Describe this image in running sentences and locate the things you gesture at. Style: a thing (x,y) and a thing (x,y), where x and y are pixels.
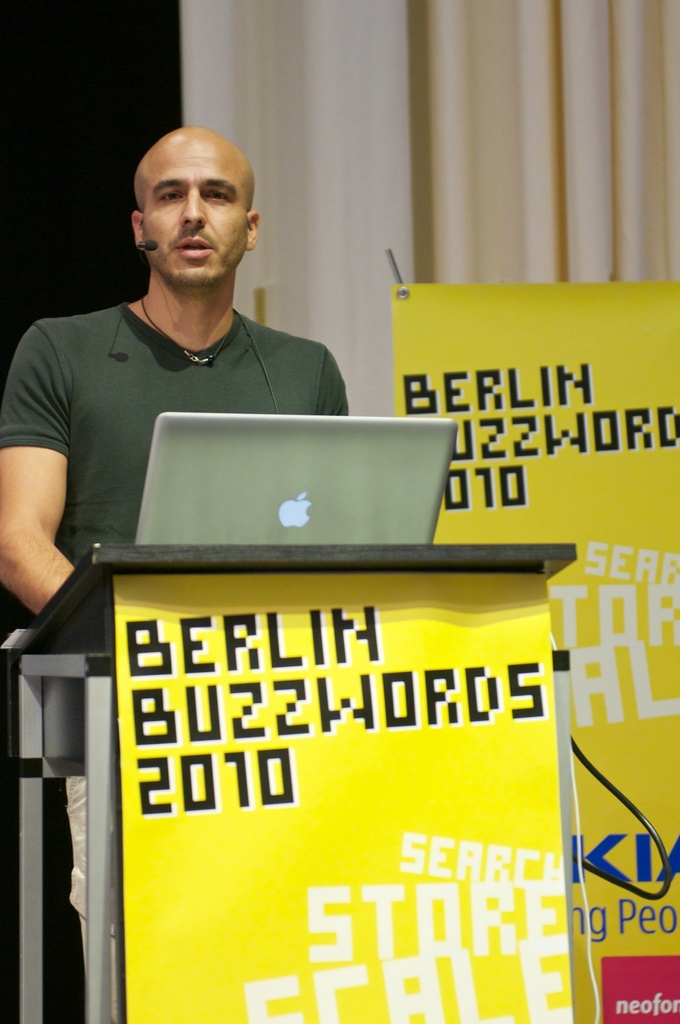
In this image I can see a person (94,489) standing in front of the podium (356,548). I can see a laptop (259,498) on it. Back I can see a yellow banner (653,297) and cream curtain (475,114).
